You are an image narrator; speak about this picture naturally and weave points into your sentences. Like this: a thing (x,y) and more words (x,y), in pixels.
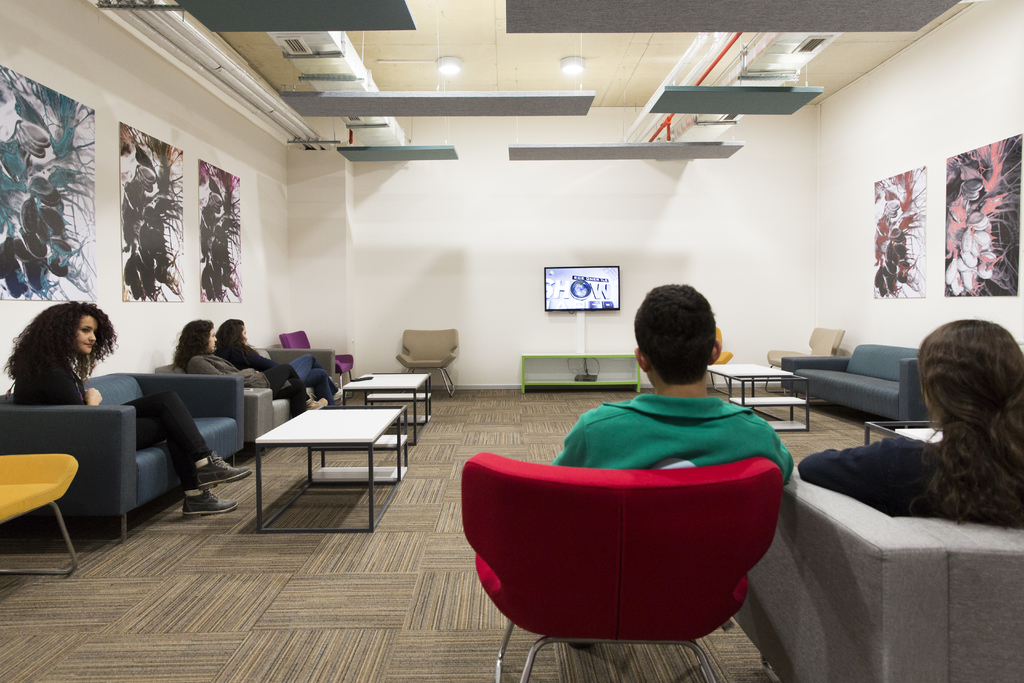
in a room (572,304) a person (718,435) is sitting on a red chair (627,531) wearing green t shirt (701,436). right to him a person (908,501) is wearing a black t shirt (868,472) and sitting on a grey sofa (894,604). at the left (114,487) there is a blue sofa (161,448) on which a person (67,371) wearing a black dress (161,415) is seated. next to her there is a grey sofa (283,400) on which 2 people (244,362) are sitting. next to that there is a purple chair (307,343). at the center (412,347) back there is a chair (414,360). beside that there is a table (525,366). right to it is a yellow chair (725,352). next to that there is another chair (815,349) and at the right (847,380) there is a sofa (873,391). in the center of the room (397,450) there are 3 white tables (391,381). at the back (630,232) there is a white wall (569,237) in which there is a television (586,297). on the right (994,184) there are 2 photo frames (885,201) present on the wall (870,196) and at the left (75,164) there are 3 photo frames (166,180).
